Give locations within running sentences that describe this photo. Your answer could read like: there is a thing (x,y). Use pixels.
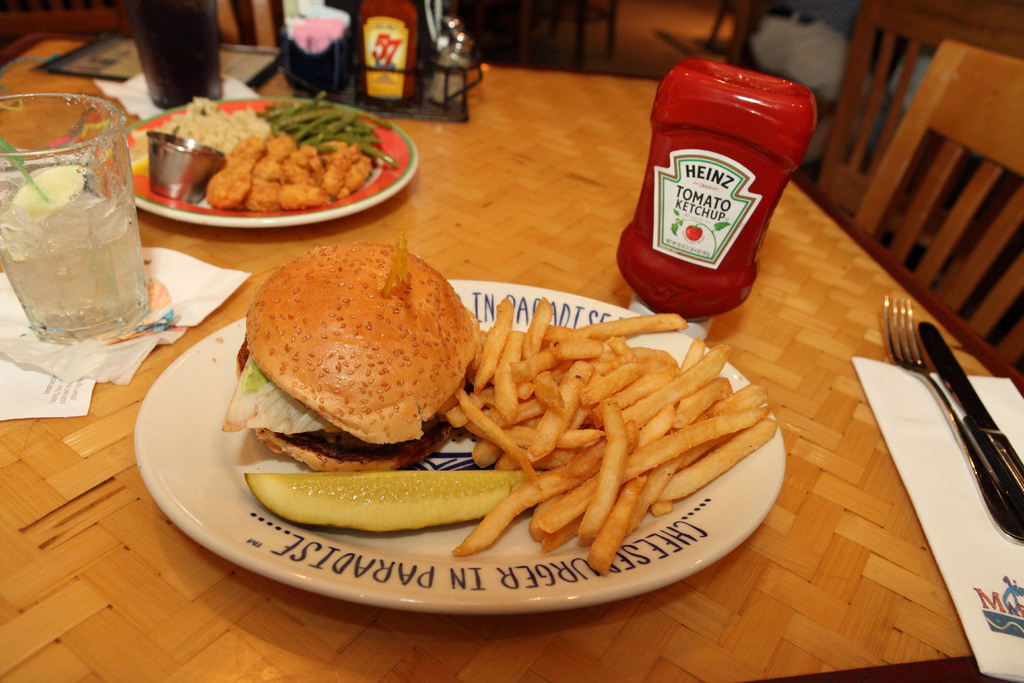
In this image I can see in the middle (596,318) there are food items (374,306) in the plates (612,319), beside it there is a tomato ketchup bottle (691,198). On the right side (949,376) there is a fork (958,439) and a knife (966,421) on this dining table (878,352), beside it there are chairs (833,184). On the left side (78,220) there is a glass (91,207).
